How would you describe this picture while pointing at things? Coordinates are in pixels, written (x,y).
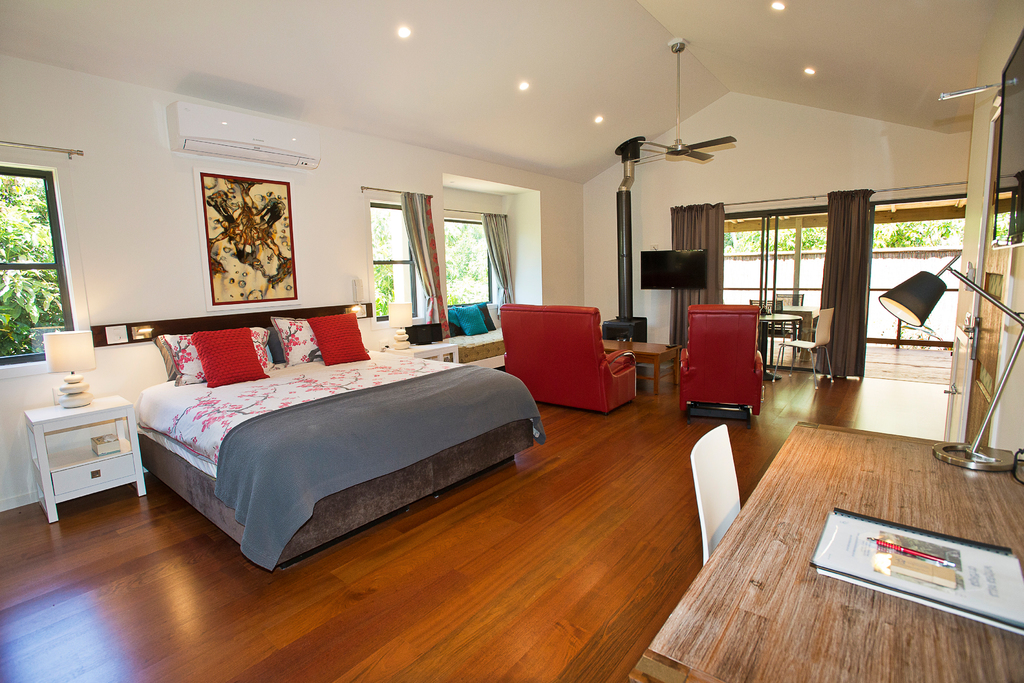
This picture is taken in a room (327,677), in the right side (714,674) there is a table (775,469) which is in brown color on that table (843,452) there is book (933,601) which is in white color, there is a light (946,461) on the table (739,514), there is a white color chair (723,486), there is a bed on the bed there is a gray color blanket (281,494), in the left side (47,465) there is a table (56,481) which is in white color on that there is a lamp (70,387) in white color, there are some red color chairs (586,369), in the top (485,127) there is a white color roof (469,51) and there is a fan (678,150) which is in black color.
